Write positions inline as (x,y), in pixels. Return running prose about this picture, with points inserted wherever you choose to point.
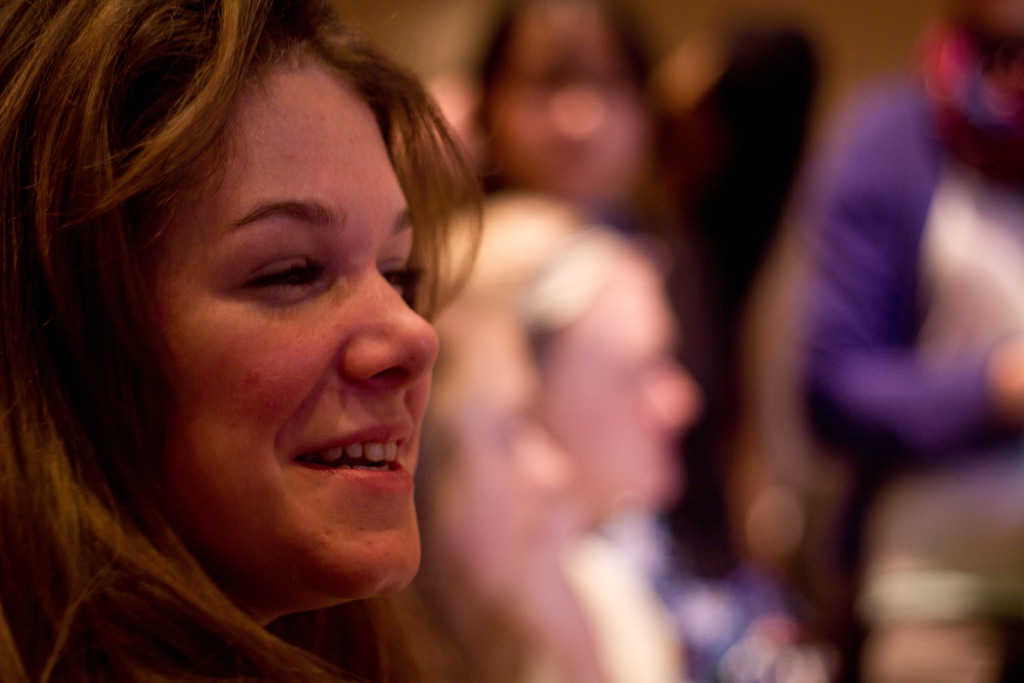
In this image we can see that there is a woman (208,431) who is smiling. In the background (595,203) there are few other people (674,278).
